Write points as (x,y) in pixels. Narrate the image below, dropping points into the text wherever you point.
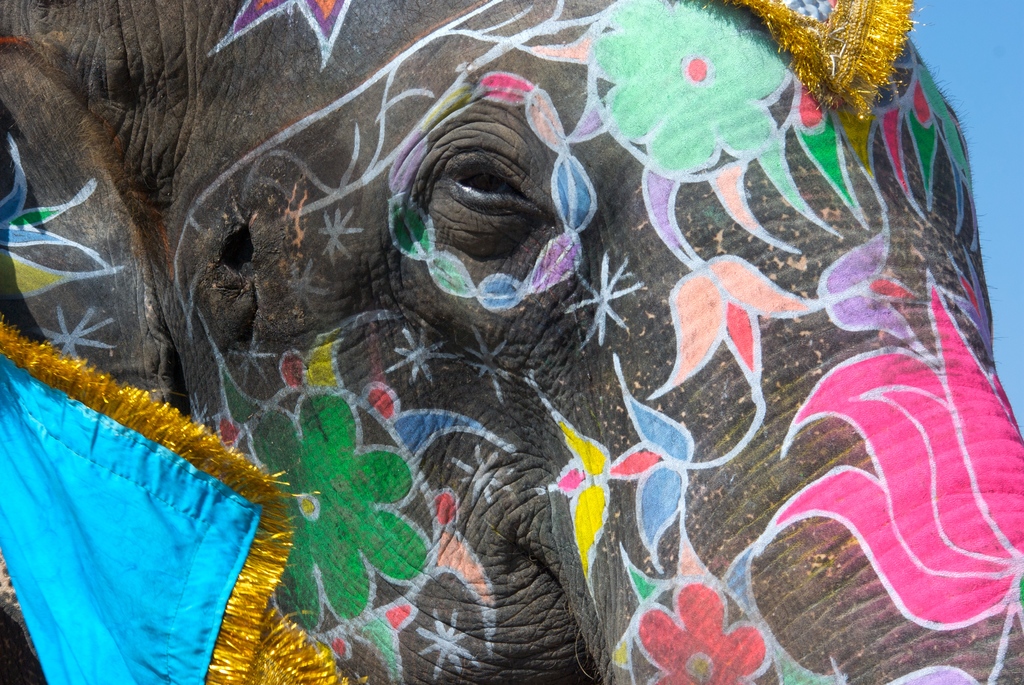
In this image we can see an elephant (678,380) with painting (922,429) and clothes (812,58).
